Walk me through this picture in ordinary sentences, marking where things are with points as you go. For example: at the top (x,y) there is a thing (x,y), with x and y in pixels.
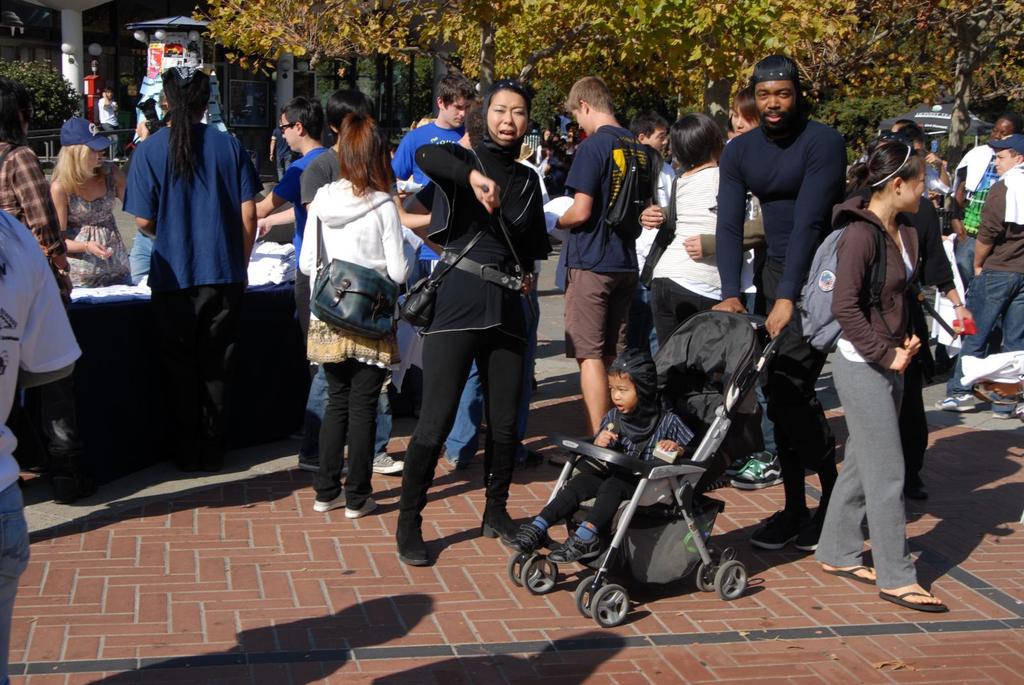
In this picture there are people (592,310) those who are standing on the right (865,307) and left side of the image (107,208) and there are trees (855,101) and pillars (79,16) at the top side of the image (824,24), it seems to be the plaza side view, there is a stroller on the right side of the image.
